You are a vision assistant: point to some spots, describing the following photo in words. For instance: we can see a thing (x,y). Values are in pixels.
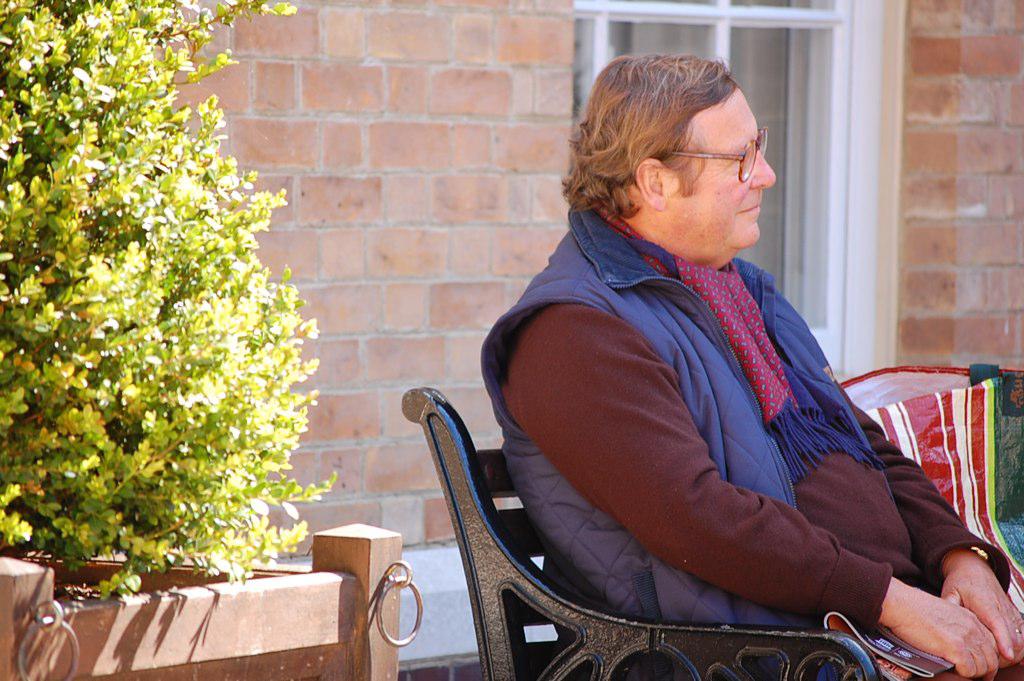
To the left side of the image (211,327) there is a plant (89,243) inside the fencing (188,616). And to the right side of the image (702,643) there is a black bench (495,534). On the bench (520,531) there is a man (540,375) with a blue jacket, maroon t-shirt (715,486) and red stole (712,293) around his neck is sitting on the bench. Beside him there is bag (987,433). And in the background (521,166) there is a brick wall (477,65) and white window (844,304).
